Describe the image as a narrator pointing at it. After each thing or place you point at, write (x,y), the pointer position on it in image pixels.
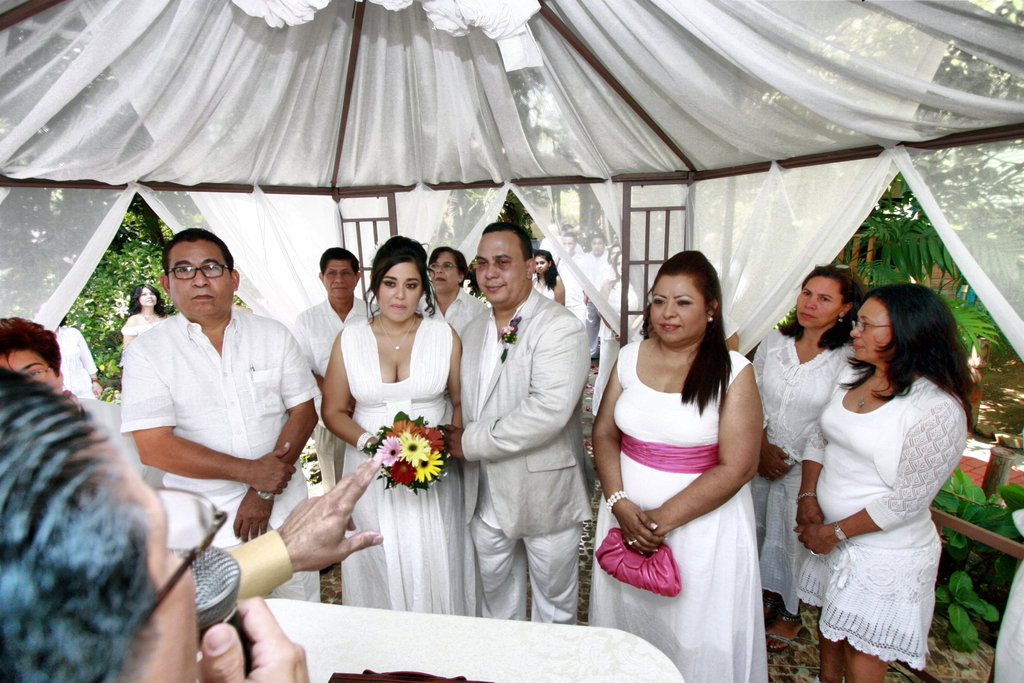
In this image we can see few persons (424,414) are standing under a tent like structure (416,142) where we can see clothes (401,142) on the poles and among them a woman (451,535) is holding flower bouquet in her hands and another woman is holding a bag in her hands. At the bottom (193,592) we can see a person (8,645) is holding a mic (200,593) in the hand (246,657). In the background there are few persons (552,278), plants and trees (151,217).
